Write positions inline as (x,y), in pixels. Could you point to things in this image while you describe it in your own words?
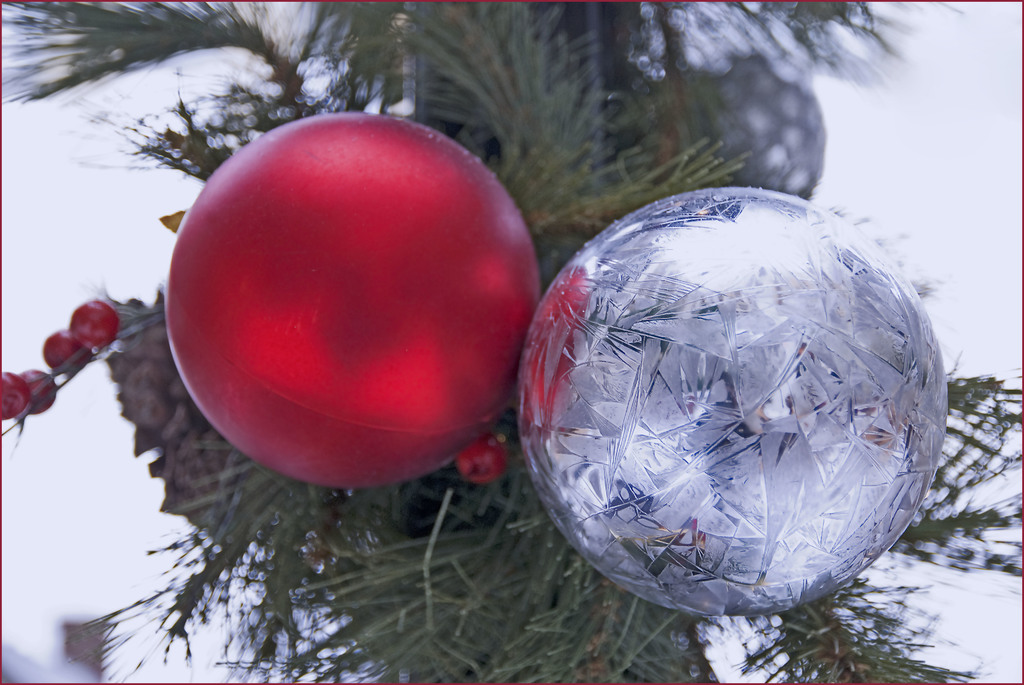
In the image we can see there are decorative balls (440,386) which are in red colour and silver colour kept on the tree (585,646). Background of the image (143,222) is blurred.
